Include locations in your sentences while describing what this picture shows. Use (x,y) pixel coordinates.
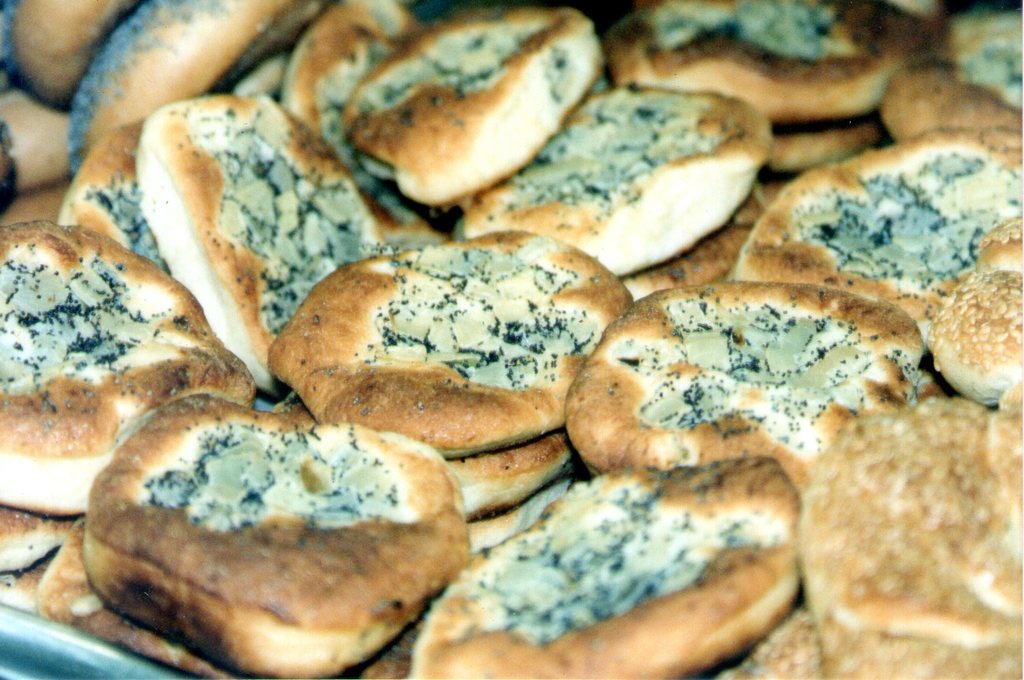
In this image we can see some bread (478,431) which are in brown, black and white color.
